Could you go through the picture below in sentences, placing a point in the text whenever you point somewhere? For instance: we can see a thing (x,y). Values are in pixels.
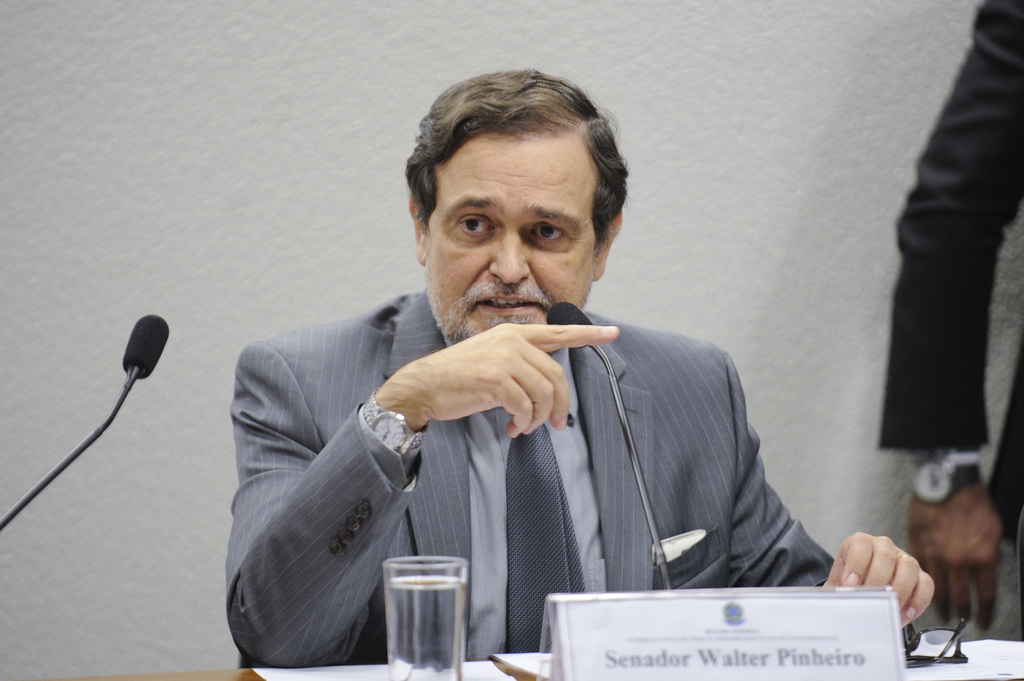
In this image, there are a few people (629,419). We can see a table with some objects (421,653) like a glass (447,599) with some liquid (452,611), posters (643,629) and spectacles (909,647). We can also see some microphones (146,362). In the background (363,15), we can see the wall (359,232).
